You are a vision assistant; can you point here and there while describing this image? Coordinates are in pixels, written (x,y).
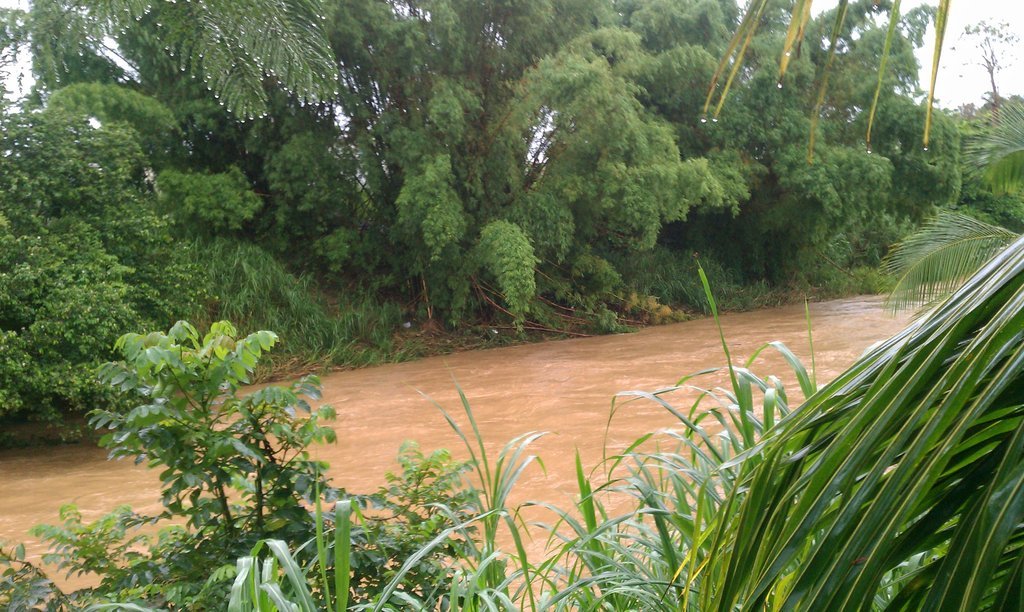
This picture is clicked outside. In the foreground (303,559) we can see the plants (958,422). In the center (569,400) there is an object (426,419) seems to be the water body (795,331). In the background (949,21) we can see the sky (951,70), trees (193,200), plants (379,299) and the grass (720,286).
